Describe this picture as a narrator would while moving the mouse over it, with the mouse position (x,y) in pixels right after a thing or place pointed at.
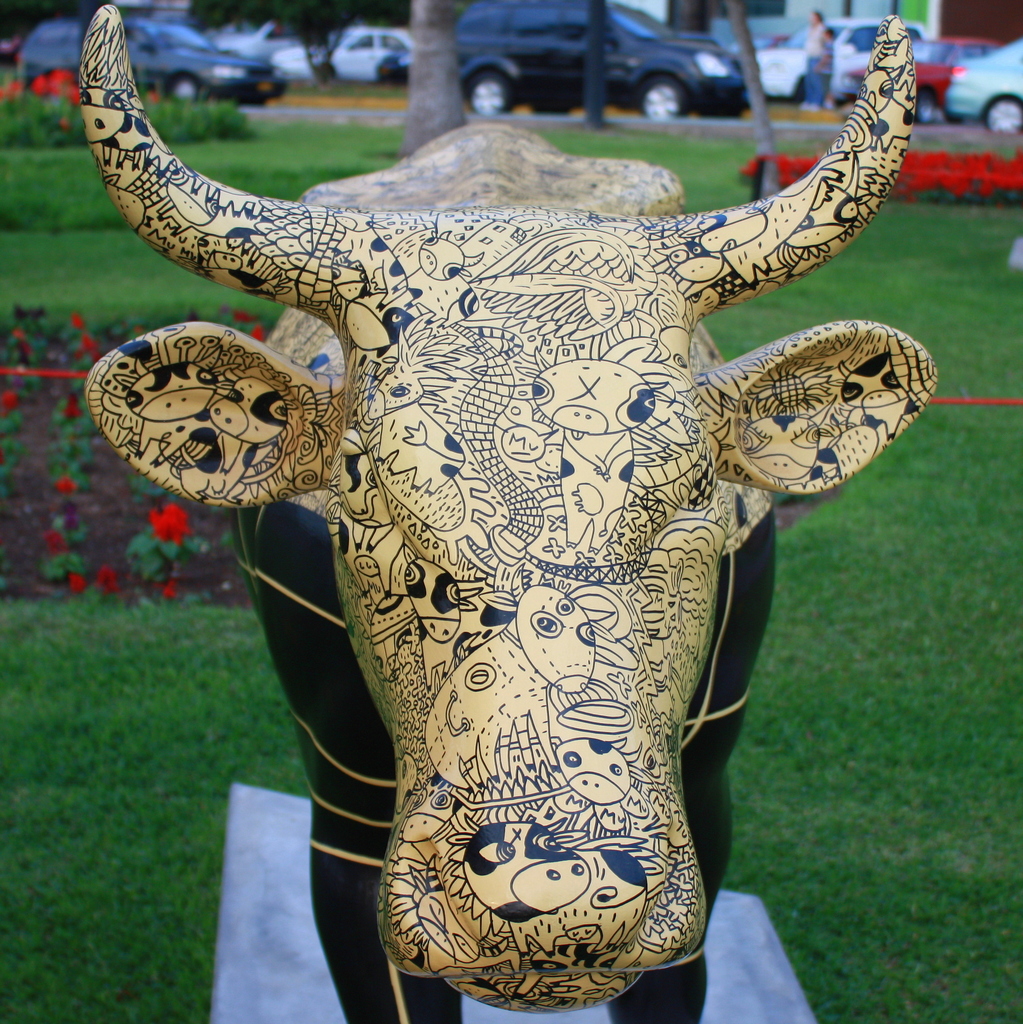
This image consists of a bull (597,552). At the bottom (94,964), there is green grass (142,726). In the background (133,545), we can see many flowers (149,518) in red color. And there are cars (627,17) parked on the road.
